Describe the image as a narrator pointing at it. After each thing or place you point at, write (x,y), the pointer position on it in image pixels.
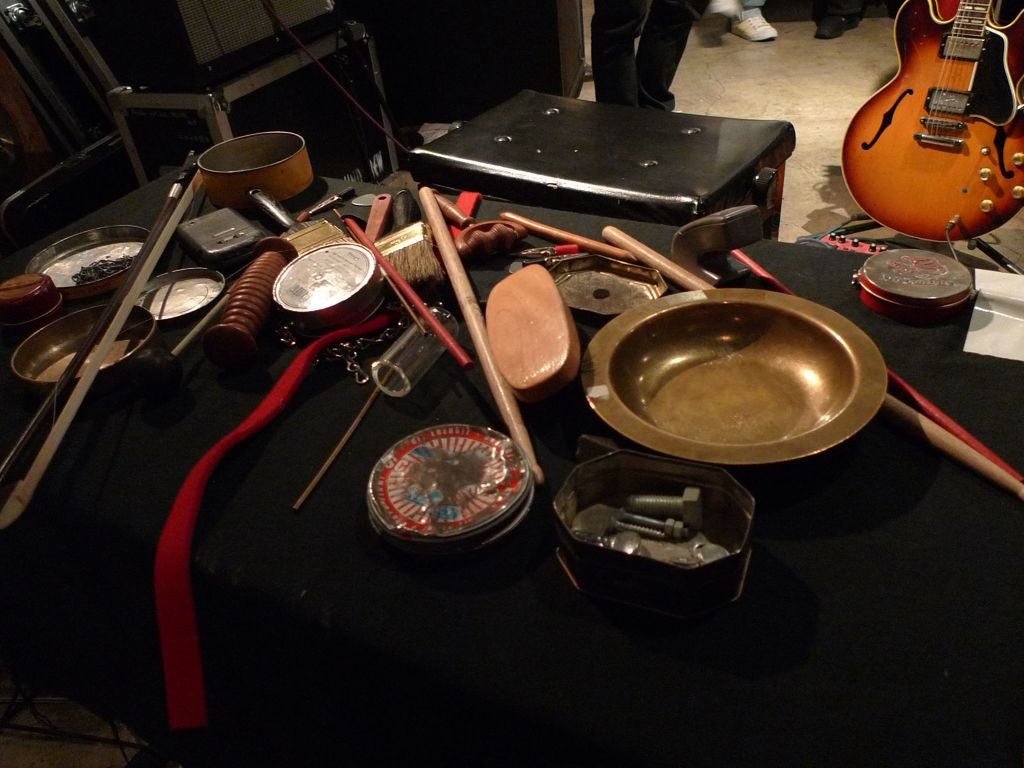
This is the picture of a table (125,486) on which there are some things (251,423).
